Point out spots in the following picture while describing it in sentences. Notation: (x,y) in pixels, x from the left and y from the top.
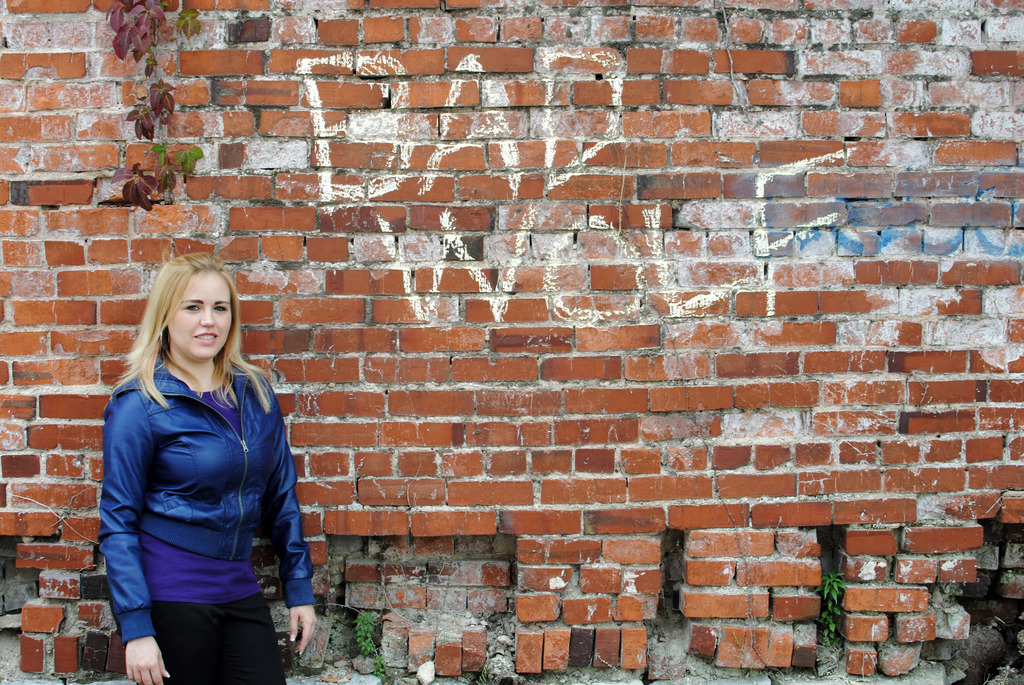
In this picture I can see a woman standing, and in the background (509,283) there are plants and there is something written on the wall (441,373).
